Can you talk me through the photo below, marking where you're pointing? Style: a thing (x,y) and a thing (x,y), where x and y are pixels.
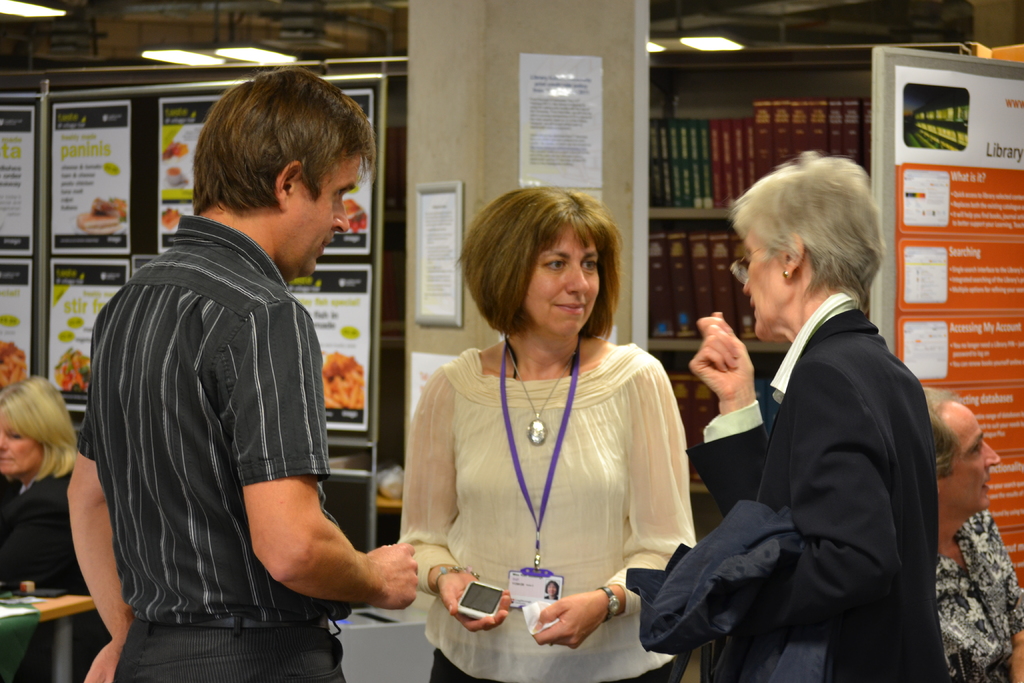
In this image I can see there are three persons (406,525) standing and in the middle (580,338) person (502,535) holding a mobile phone (467,614) and in the background (140,163) I can see the wall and hoarding board (141,130) attached to the wall (633,102) and lights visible and I can see books rack (662,269) on the right side (745,121).
